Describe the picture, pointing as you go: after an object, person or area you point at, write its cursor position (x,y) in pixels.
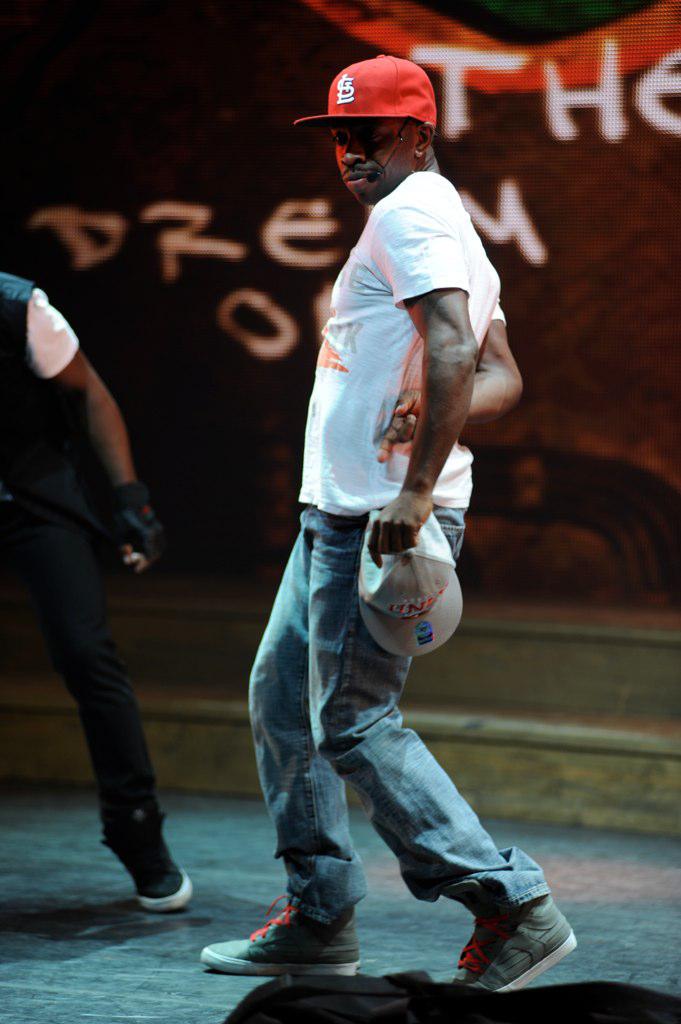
In this image we can see a man (395,202) is standing. He is wearing a white T-shirt (382,384), red cap (376,75), jeans (355,759) and shoes (478,932). It seems like he is holding a cap (418,588) in his hand (401,519). On the left side of the image (52,394), we can see one more man (55,344). In the background (140,221), we can see the stairs (535,611) and some text (282,255) on the wall (462,90).
